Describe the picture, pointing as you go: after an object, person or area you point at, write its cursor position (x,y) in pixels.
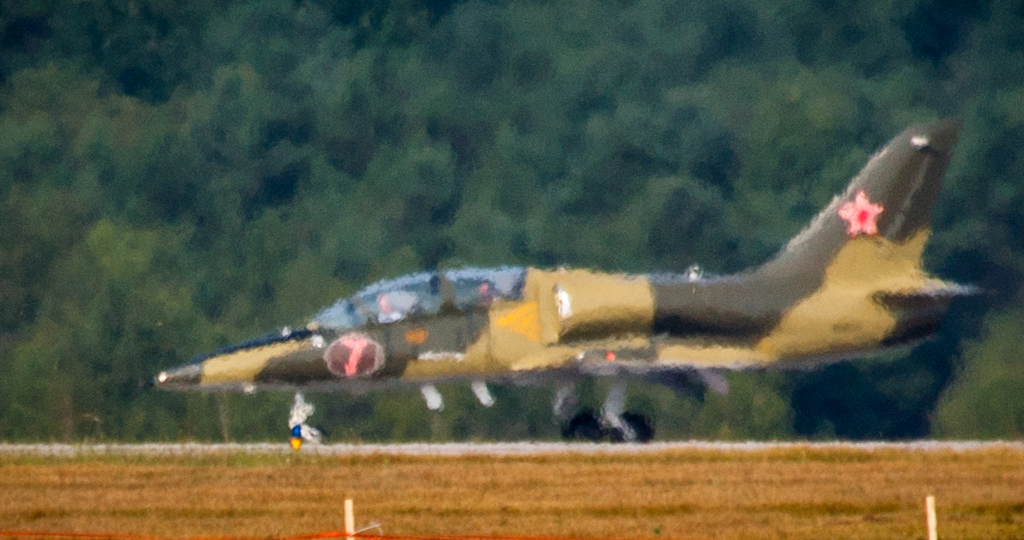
In this picture there is an aircraft (375,303) in the center of the image (463,321) and there are trees (406,102) in the background area of the image (369,209).
